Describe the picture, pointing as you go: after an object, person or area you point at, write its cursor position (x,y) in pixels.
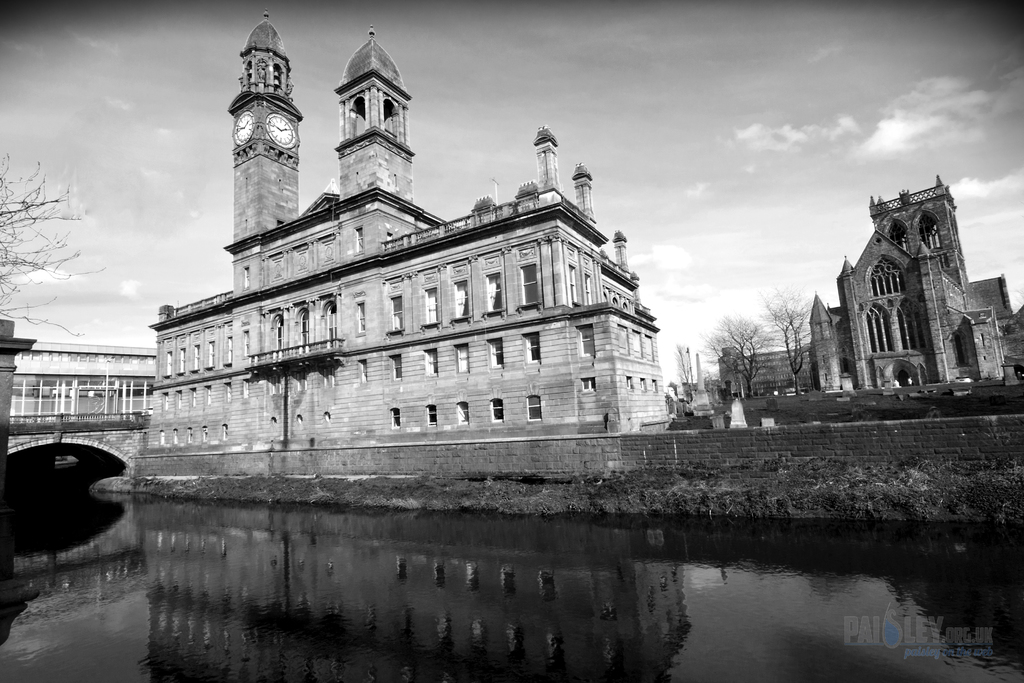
In this picture there are buildings (468,344) and trees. In the foreground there are clocks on the building (470,323). On the left side of the image (22,428) there is a bridge (143,430). At the top (488,72) there is sky (425,87) and there are clouds (763,135). At the bottom (111,639) there is grass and there is water (372,592) and there is a reflection (492,593) of building (465,443) on the water (473,606). At the bottom right (924,658) there is text (900,629).
